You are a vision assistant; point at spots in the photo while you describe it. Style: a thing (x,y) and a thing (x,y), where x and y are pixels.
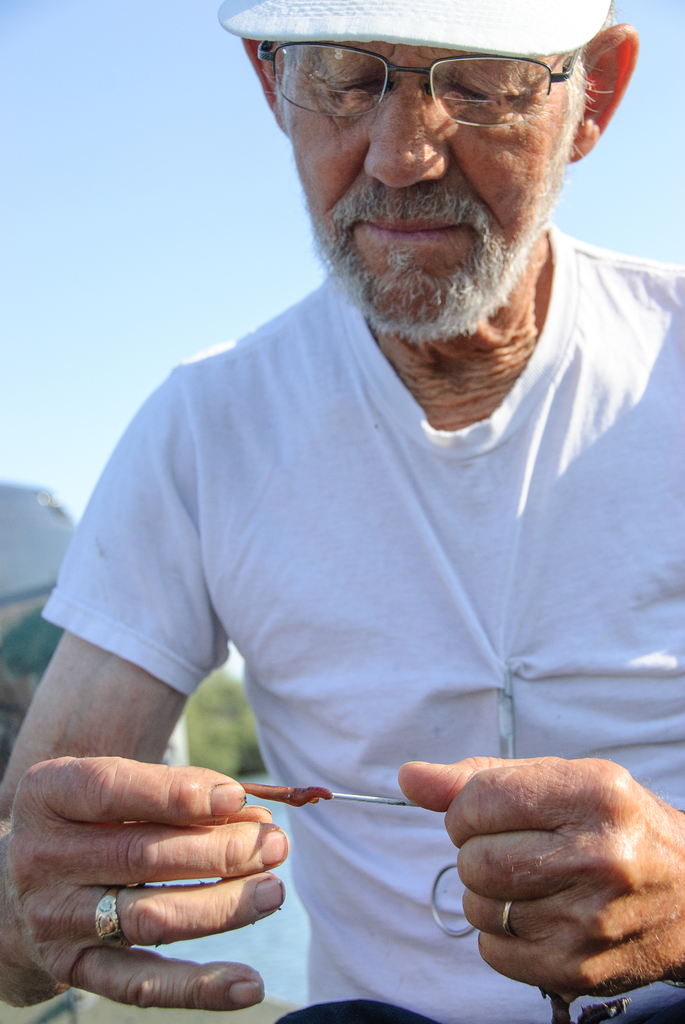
This image is taken outdoors. At the top of the image (173,242) there is a sky (133,319). In the background (247,948) there is a pond (262,957) with water (230,945) and there are a few trees (226,728). In the center of the image (239,355) there is a man (373,750) and he is holding a baited hook (361,801) in his hands (473,801).
